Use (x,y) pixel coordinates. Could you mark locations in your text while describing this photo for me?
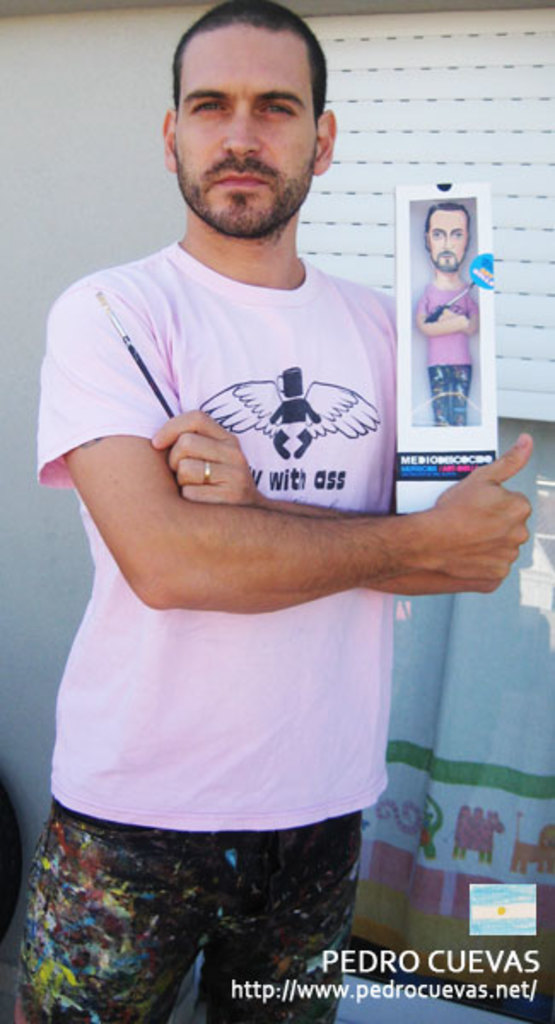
In this picture there is a men (258,77) who is standing in the center of the image (197,622), by holding a poster (424,319) and a paint brush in his hands (487,475) and there is a curtain (471,777) in the background area of the image (435,730).
